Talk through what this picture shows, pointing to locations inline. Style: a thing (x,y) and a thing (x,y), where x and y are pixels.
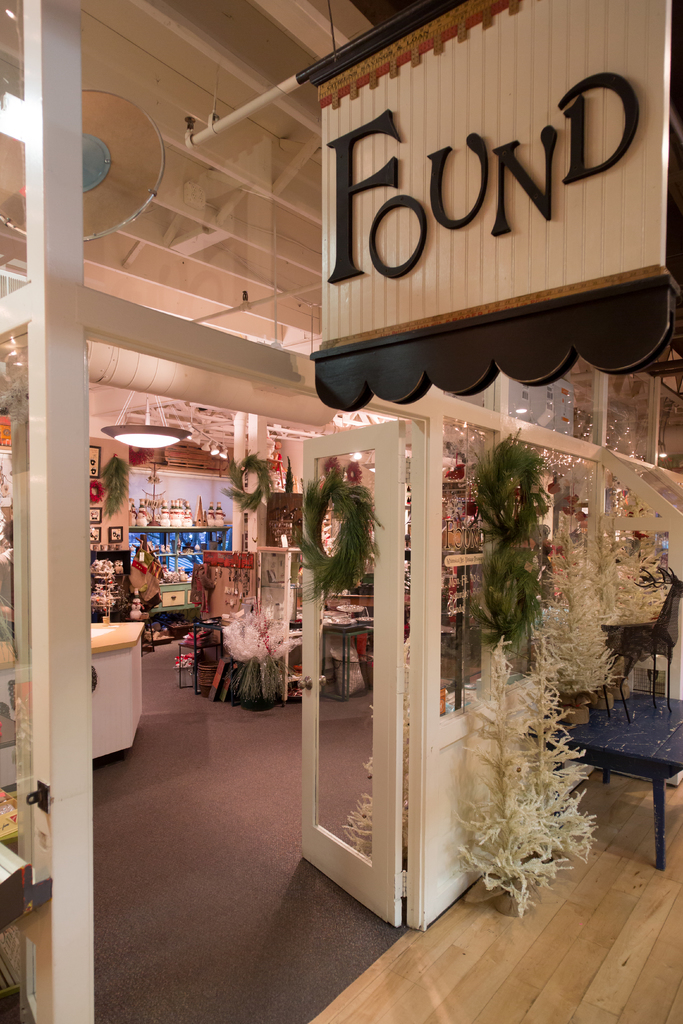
In the foreground of the picture (440,843) we can see christmas trees (514,729), board (457,285), windows (667,529), door (395,568), table (682,745) and other objects (1,932). At the bottom (348,975) there is floor (426,980). In middle of the picture (268,479) there are decorative items (151,508), frames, light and various other objects (107,485). At the top (156,144) we can see glass window (231,212) and ceiling (245,165).
